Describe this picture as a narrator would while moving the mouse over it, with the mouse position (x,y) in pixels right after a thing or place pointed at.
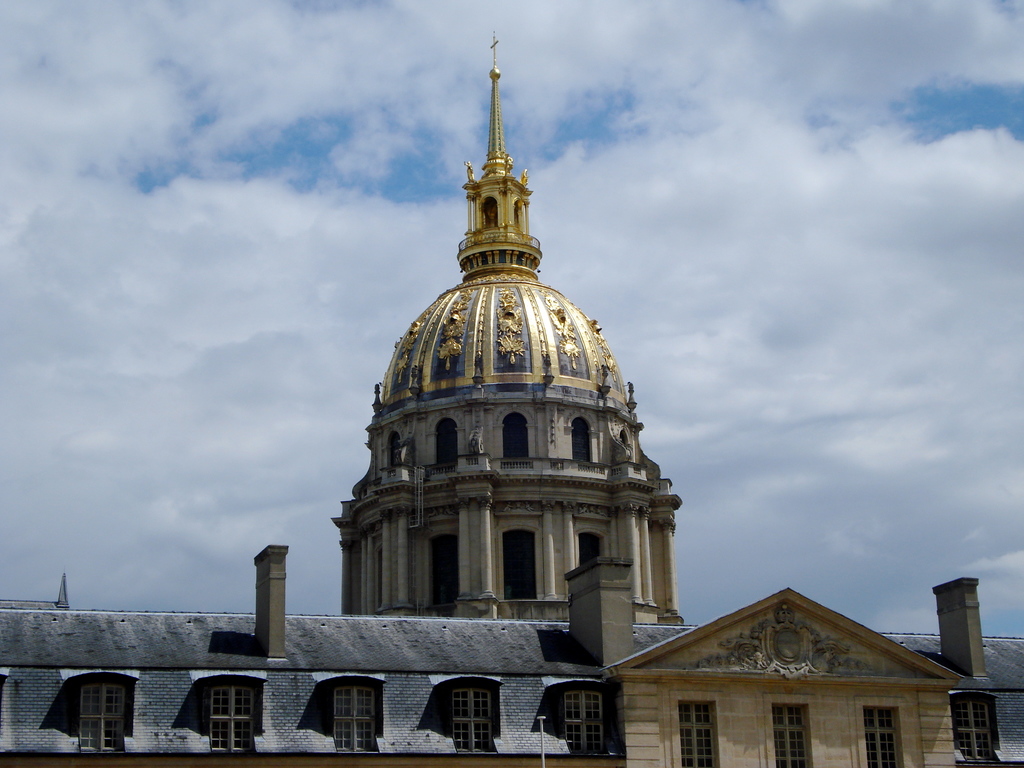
Here we can see ancient architecture (611,649). In the background (810,426) there is sky (671,291) with clouds (214,354).
